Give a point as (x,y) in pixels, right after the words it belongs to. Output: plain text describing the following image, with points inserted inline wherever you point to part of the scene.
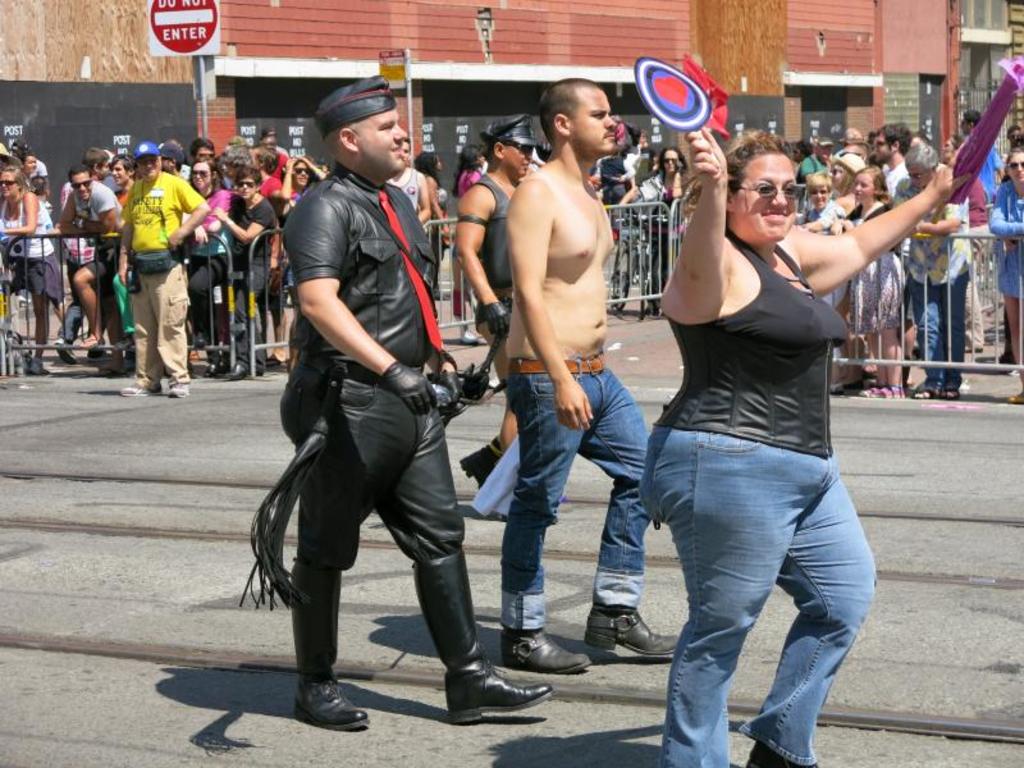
Here we can see three people (743,412). Background (864,280) there is a wall (189,127), people (141,156), fence (61,276) and boards (386,65). This woman (756,219) is holding objects (963,160).
